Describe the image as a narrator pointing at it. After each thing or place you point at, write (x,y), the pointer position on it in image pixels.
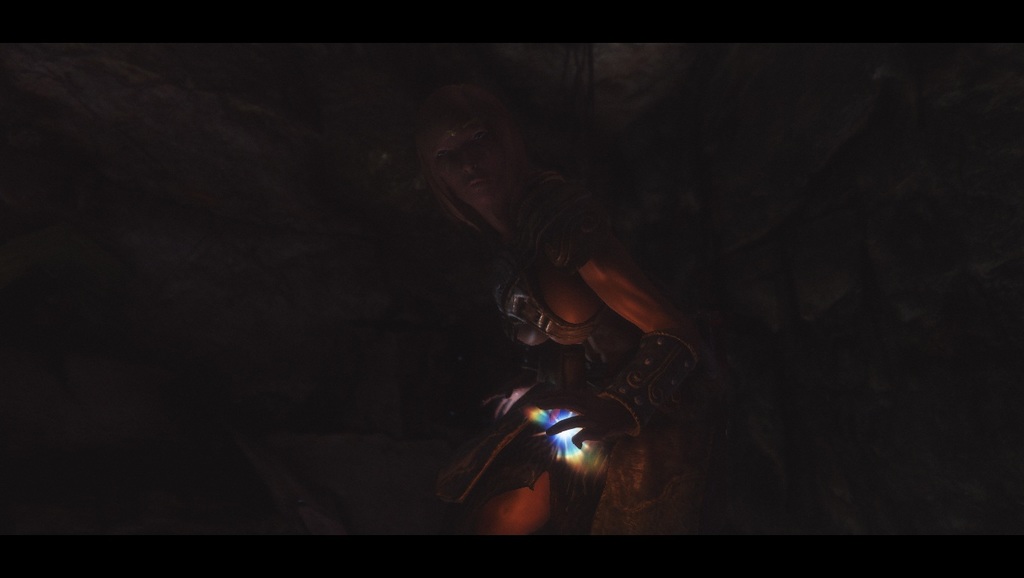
In the middle of the image (526,241), there is a sculpture (573,230) of a person (622,347) holding a light (586,450). And the background (707,236) is dark in color.
